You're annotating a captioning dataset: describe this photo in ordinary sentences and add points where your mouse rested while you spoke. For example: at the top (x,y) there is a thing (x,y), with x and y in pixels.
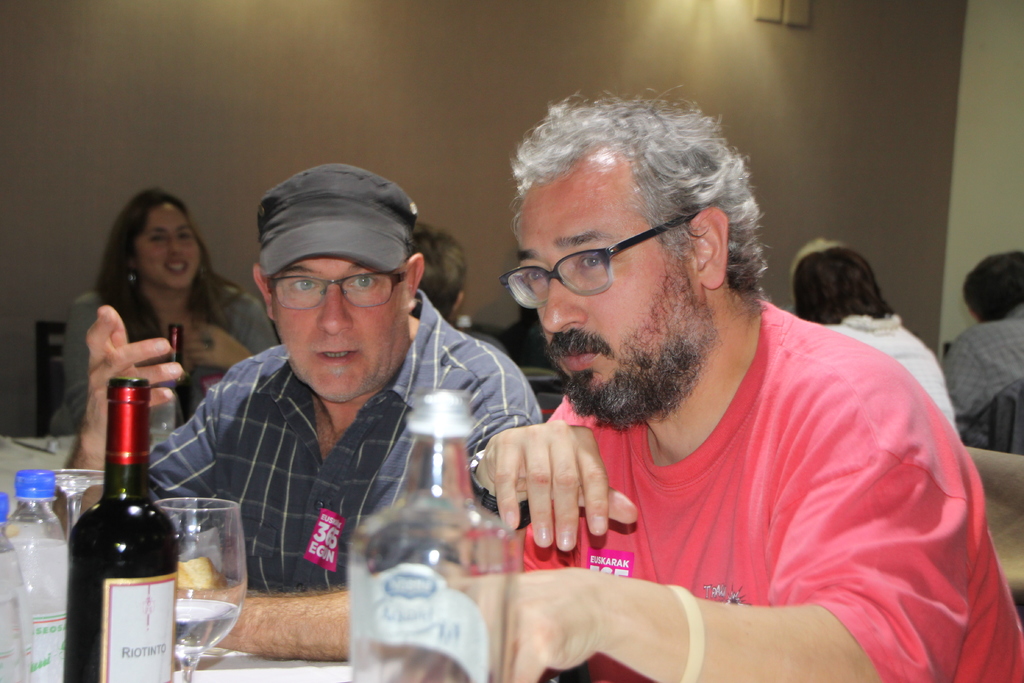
In this image I can see two people (472,369) are sitting in-front of the table (206,663). On the table (214,665) there are bottles (171,593) and glasses (227,599). In the back (810,301) there are also the people (534,360) sitting and there is also a wall (833,130).
